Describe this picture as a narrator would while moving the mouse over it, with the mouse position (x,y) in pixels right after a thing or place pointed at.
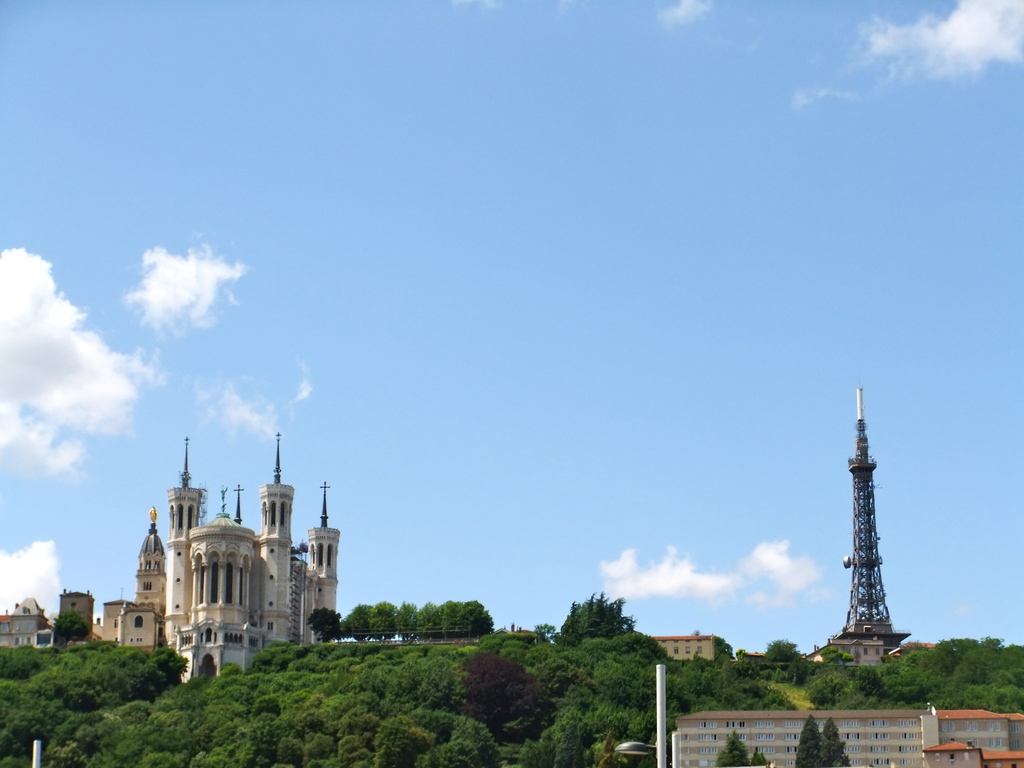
In this picture we can see few trees (502,683), buildings (173,580) and a tower (863,481), and also we can see clouds (31,373).
